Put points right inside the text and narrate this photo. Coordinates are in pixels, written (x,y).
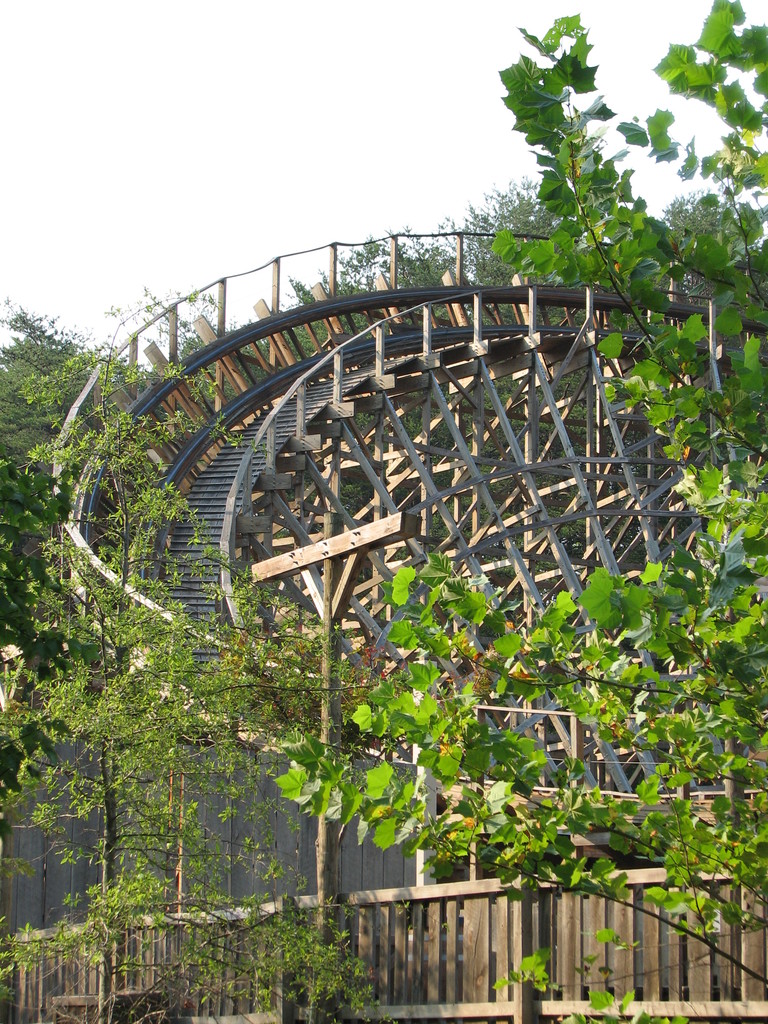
In this image, this looks like a roller coaster track (453,285). These are the trees (378,712). At the bottom of the image (502,920), I can see the wooden fence (385,954).
